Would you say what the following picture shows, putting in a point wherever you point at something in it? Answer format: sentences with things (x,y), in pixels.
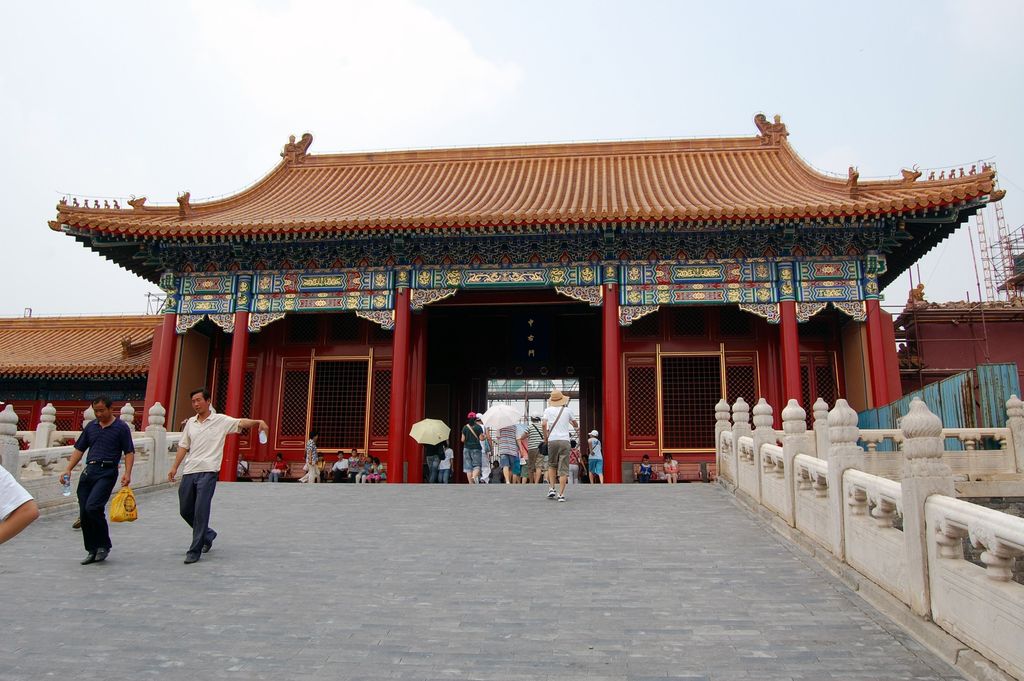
Here I can see a building (380,355). In front of this building (393,376) few people (355,469) are sitting on the benches (294,465) and few people (471,455) are walking on the ground (328,581). On the both sides of this image I can see the railing (809,479). On the top of the image (168,106) I can see the sky (187,66).
